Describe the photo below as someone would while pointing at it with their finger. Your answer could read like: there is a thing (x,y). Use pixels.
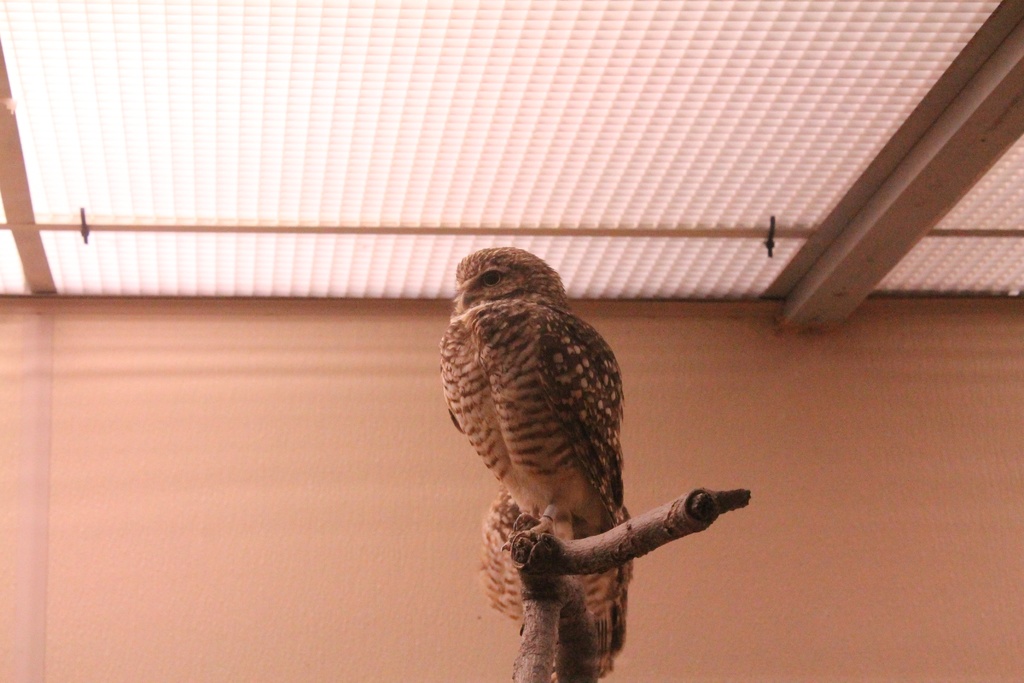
This image consists of a owl (569,491) sitting on a stem (569,614). In the background (693,574), there is a wall (408,505). At the top (633,99), there is a roof (593,139).
